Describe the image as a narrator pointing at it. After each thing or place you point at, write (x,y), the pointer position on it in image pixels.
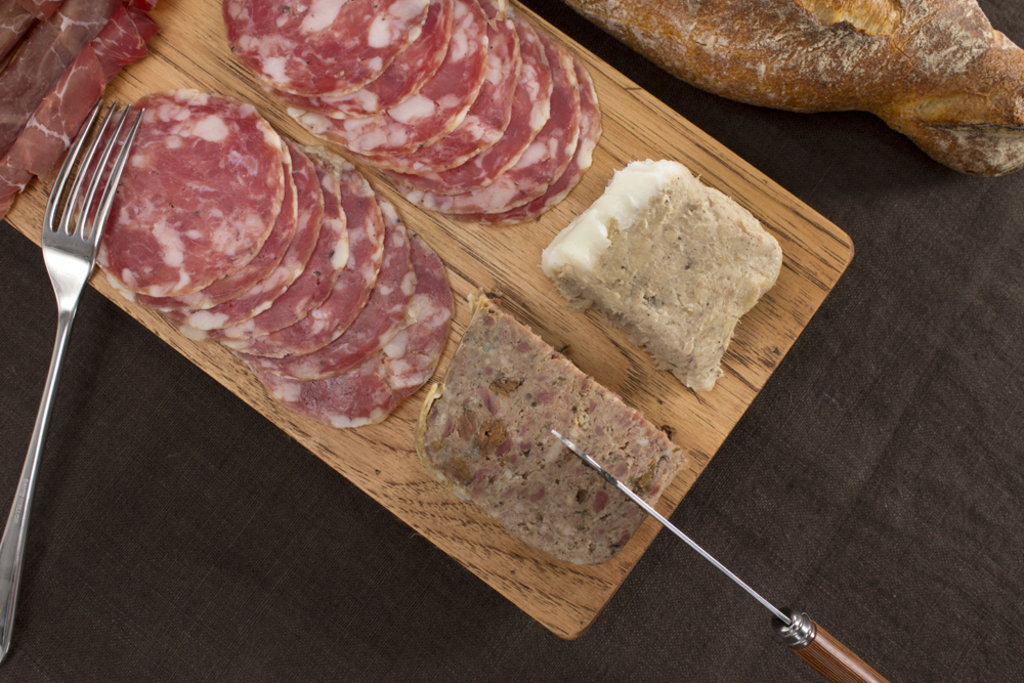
In this picture we can see a fork (104,202), knife (688,540) and food (372,201) on the wooden plank (515,274).
